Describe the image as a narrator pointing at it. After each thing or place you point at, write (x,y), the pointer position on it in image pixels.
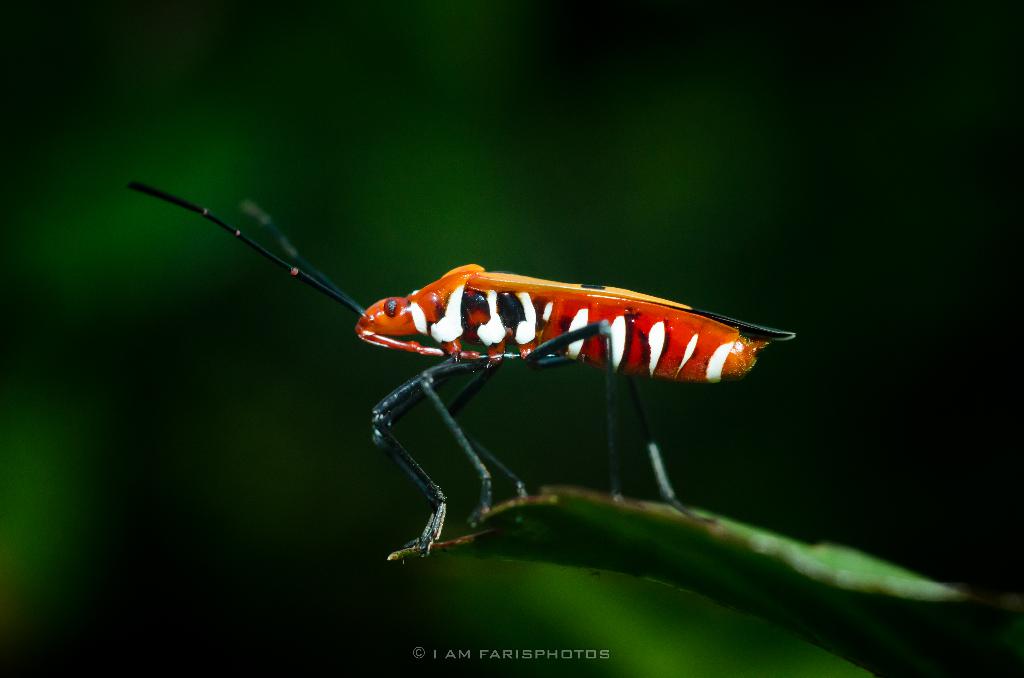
In this picture we can see an insect (756,355) on a leaf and in the background (667,396) we can see it is blurry, at the bottom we can see some text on it.
